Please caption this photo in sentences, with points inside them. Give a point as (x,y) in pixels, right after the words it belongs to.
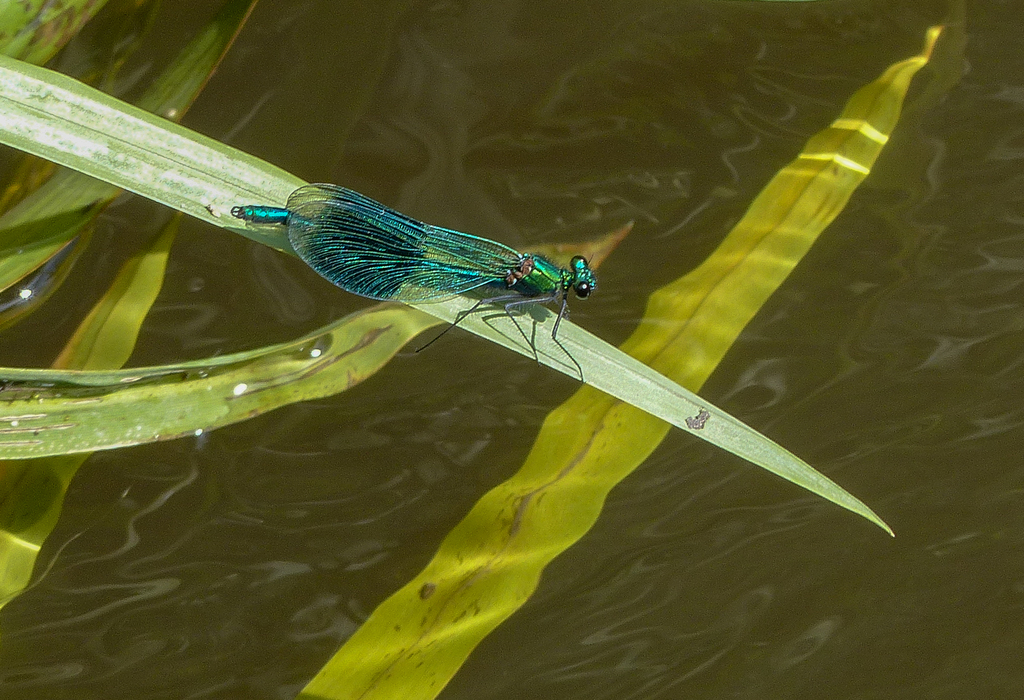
In the center of the image (579,277) there is a insect (506,279) on a leaf (57,144). At the bottom of the image (648,600) there is water (950,455).
